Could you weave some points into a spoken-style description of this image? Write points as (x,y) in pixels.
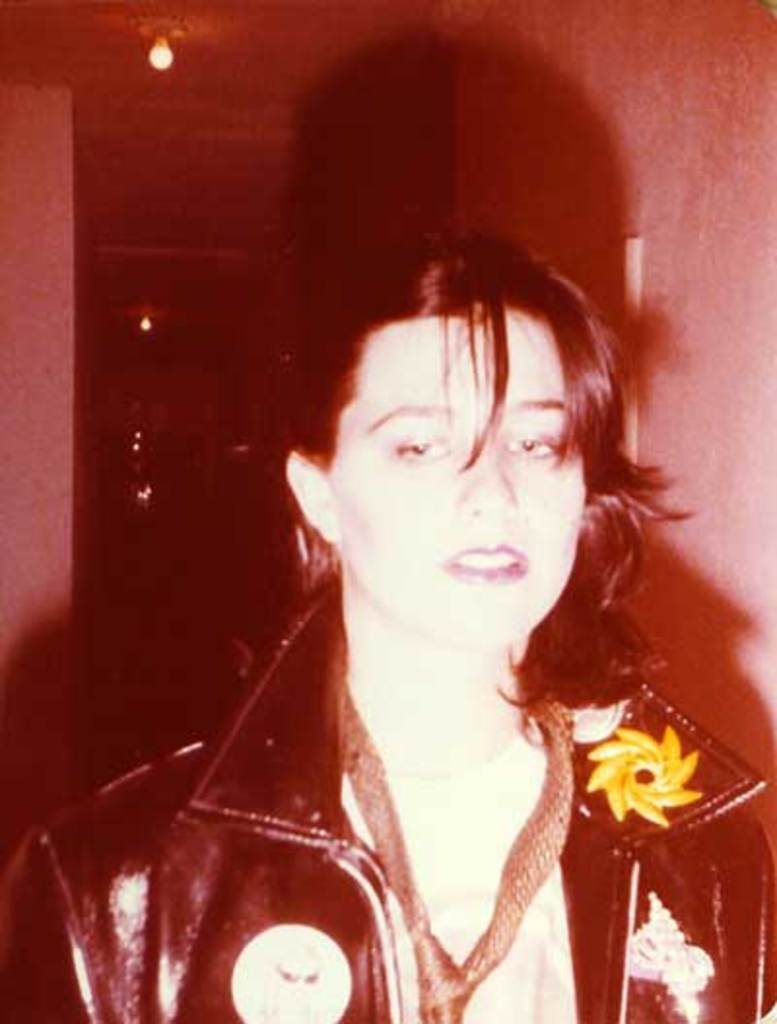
In this picture there is a woman (466,758) in the center (439,681) wearing a black colour jacket (276,860). In the background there are lights (159,58) on the top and there is a wall (632,232).
